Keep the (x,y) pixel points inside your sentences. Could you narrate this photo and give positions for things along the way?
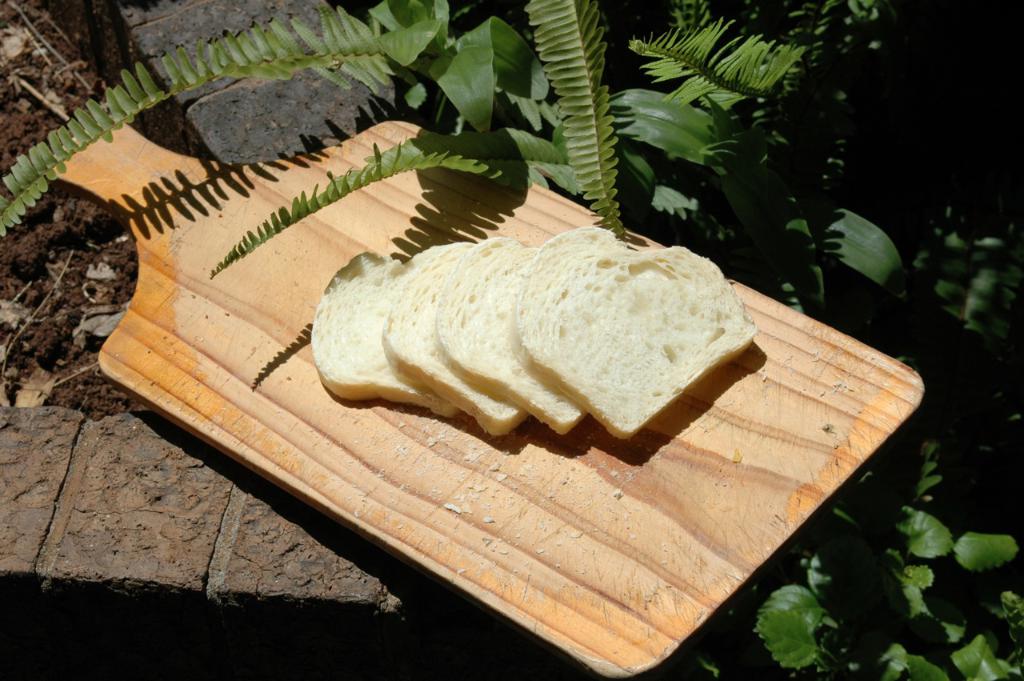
In this picture we can observe some pieces of bread (418,348) placed on the brown color plate (456,521). There are some plants (479,110). We can observe mud (47,279) on the left side (28,133).
